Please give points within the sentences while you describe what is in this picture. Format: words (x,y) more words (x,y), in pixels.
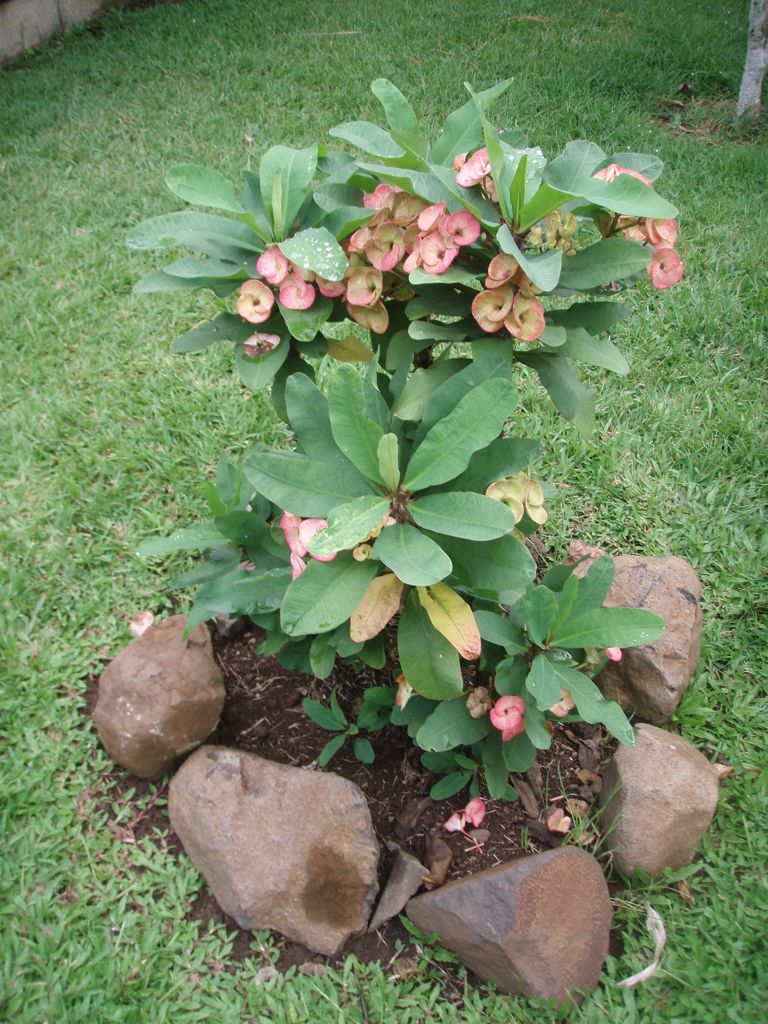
In this image in the foreground (280,347) there is a plant (280,347), on which there are some flowers (438,254), around the plant (502,648) there are some stones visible on the ground (578,126).
